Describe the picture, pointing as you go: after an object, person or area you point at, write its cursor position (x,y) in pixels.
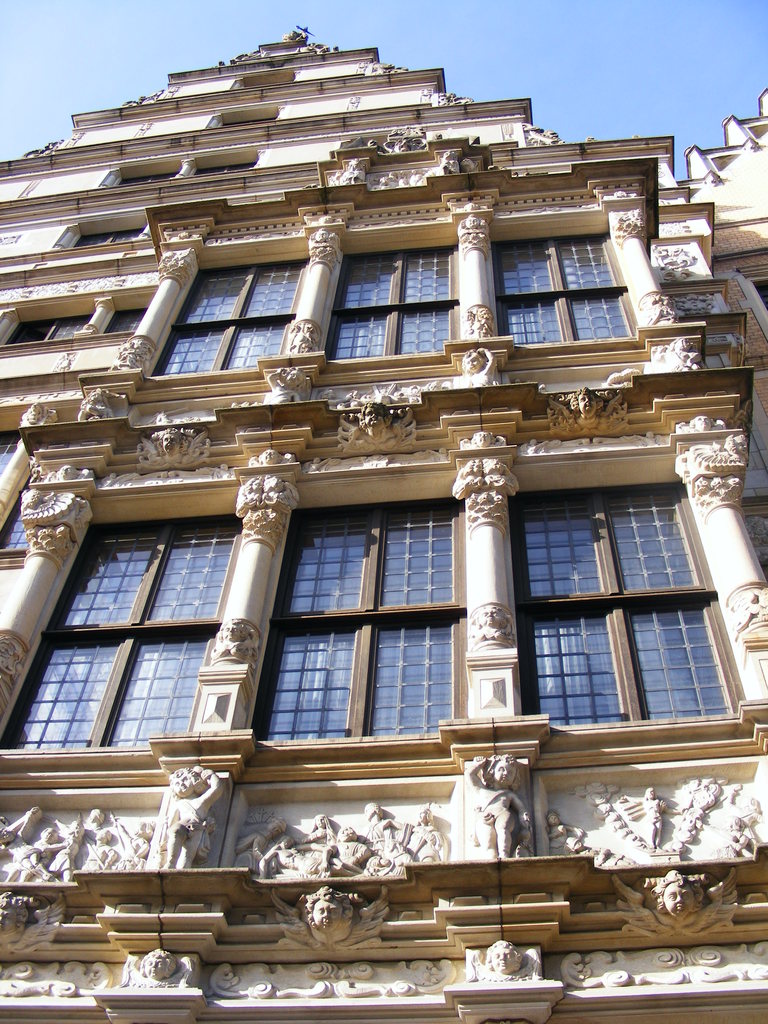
This picture contains a building (288,711). We see the statues (141,860) which are carved with stones (429,954). It has windows (610,629). At the top of the picture (484,74), we see the sky (567,24).
